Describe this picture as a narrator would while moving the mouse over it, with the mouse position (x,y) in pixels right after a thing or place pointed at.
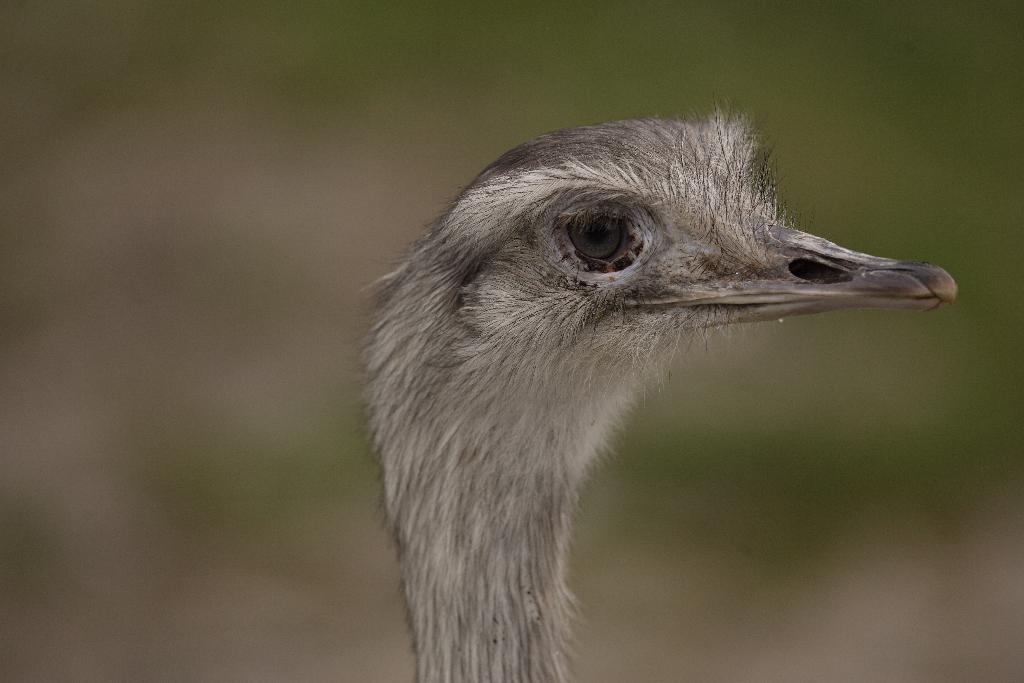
In this picture there is a bird's head (493,316). It is facing towards the right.
